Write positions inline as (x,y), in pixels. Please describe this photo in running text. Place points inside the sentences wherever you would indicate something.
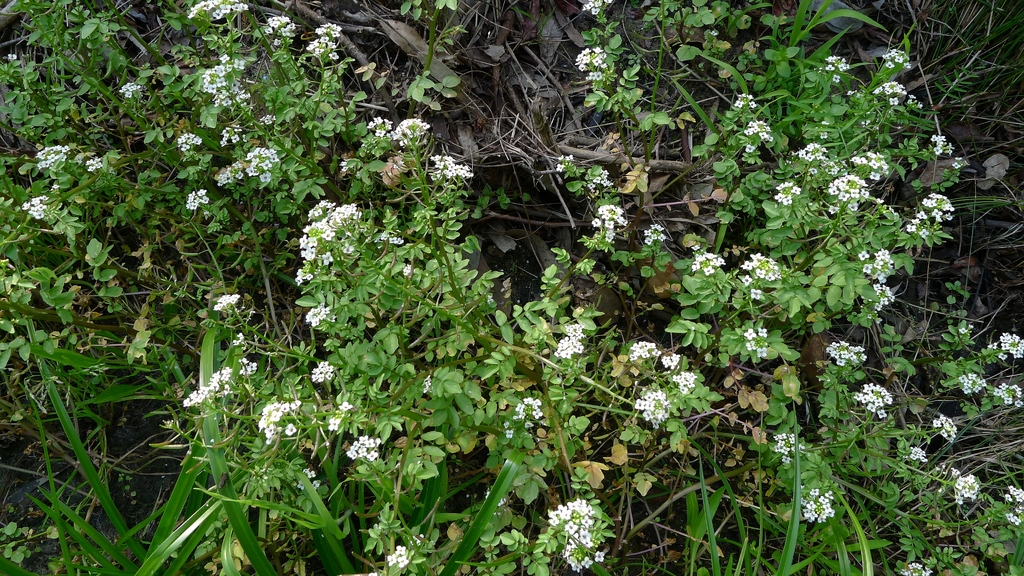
In this image there are flowers (841,362) and there are plants (446,354).
